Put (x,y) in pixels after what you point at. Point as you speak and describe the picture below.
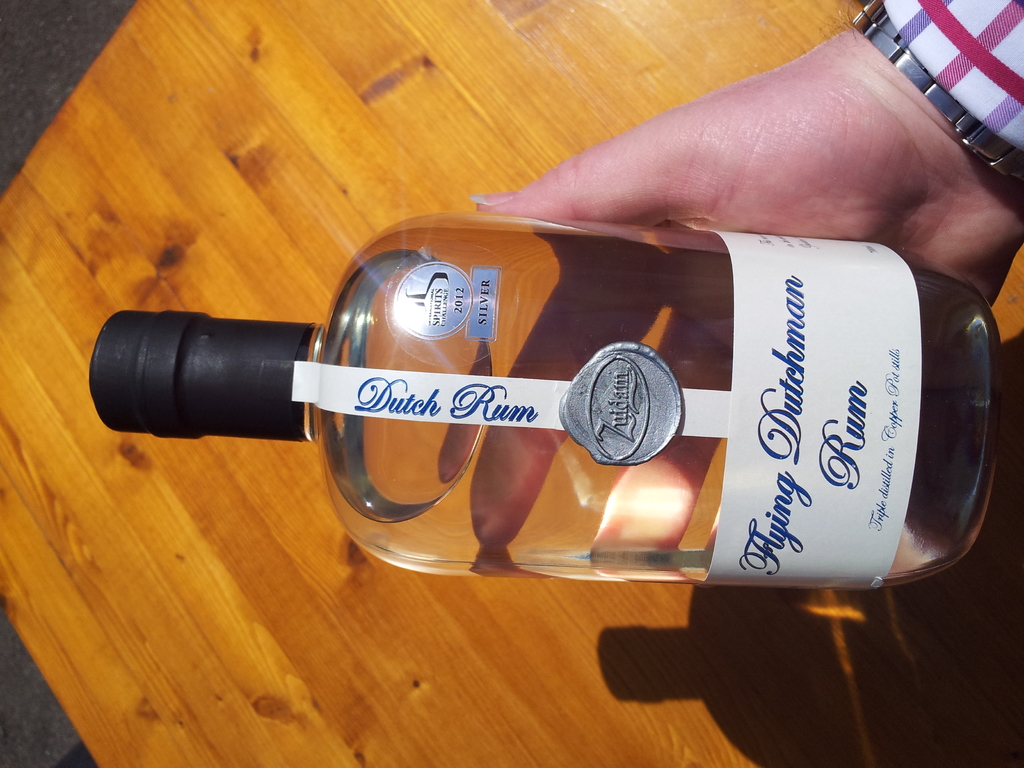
There is a bottle (598,390) hold with hand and we can see white color sticker (694,426) on this bottle (663,426). This is table (165,651).
